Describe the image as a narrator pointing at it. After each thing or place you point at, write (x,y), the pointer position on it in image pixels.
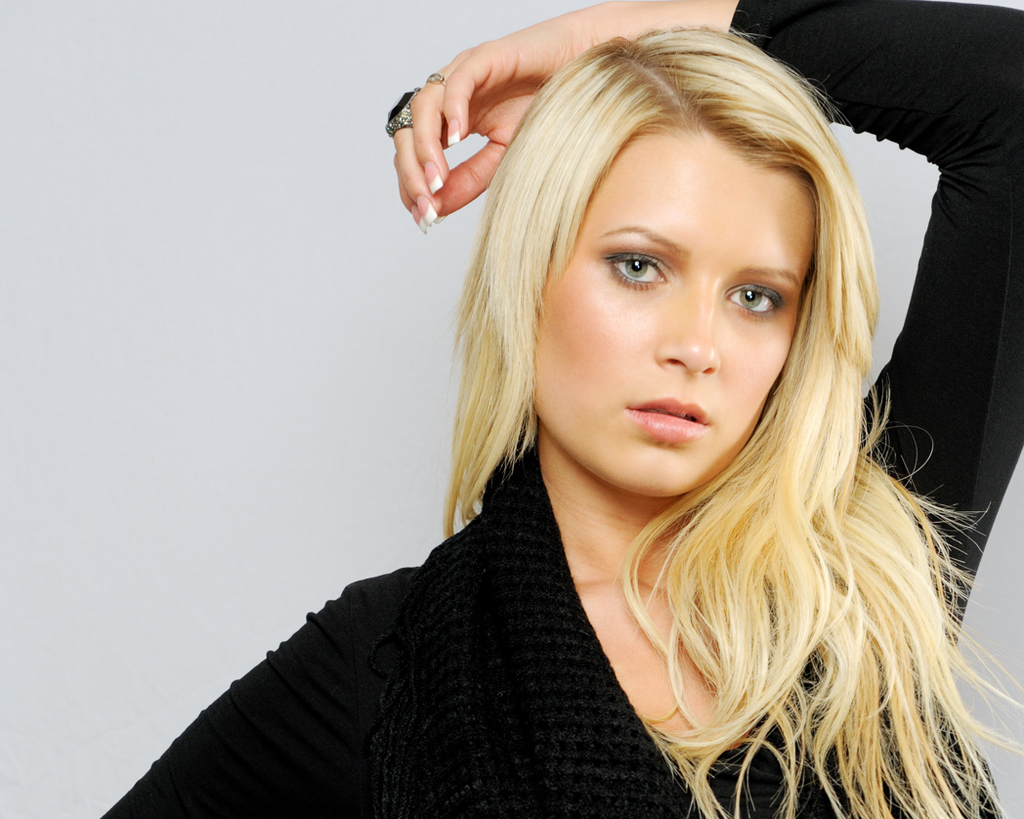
In this image we can see a lady (403,640) is there and she wears black color dress (246,698) and the black color ring (395,127) and she has long hair (869,764).
